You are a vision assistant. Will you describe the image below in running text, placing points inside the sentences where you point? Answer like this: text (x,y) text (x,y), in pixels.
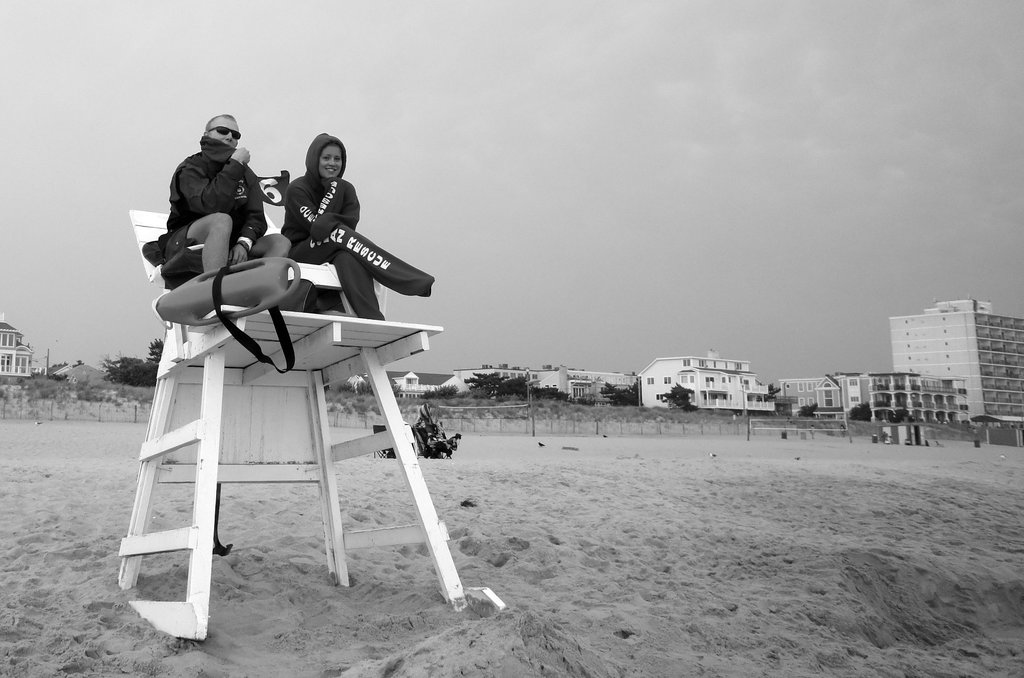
In this image we can see a man (222,213) and a woman (317,166) sitting on the bench (277,341). We can also see the bag (226,315). In the background (831,419) we can see the buildings (981,354), trees (777,394), wall (502,423), net (799,427) and also the sky (517,160). At the bottom (628,507) we can see the sand (624,535).
